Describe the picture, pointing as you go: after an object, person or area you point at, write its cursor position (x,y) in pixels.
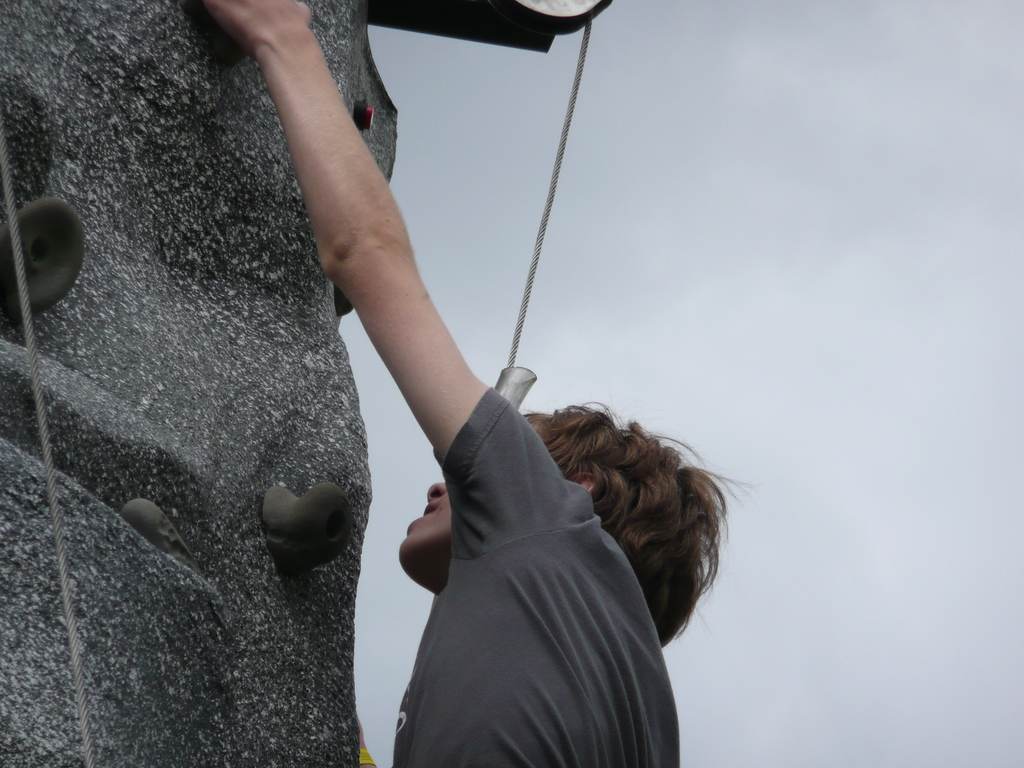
In this picture there is a person (574,419) with black t-shirt (535,524) is climbing the rock (170,265) and there is a rope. At the top (523,76) there are clouds (884,411).
